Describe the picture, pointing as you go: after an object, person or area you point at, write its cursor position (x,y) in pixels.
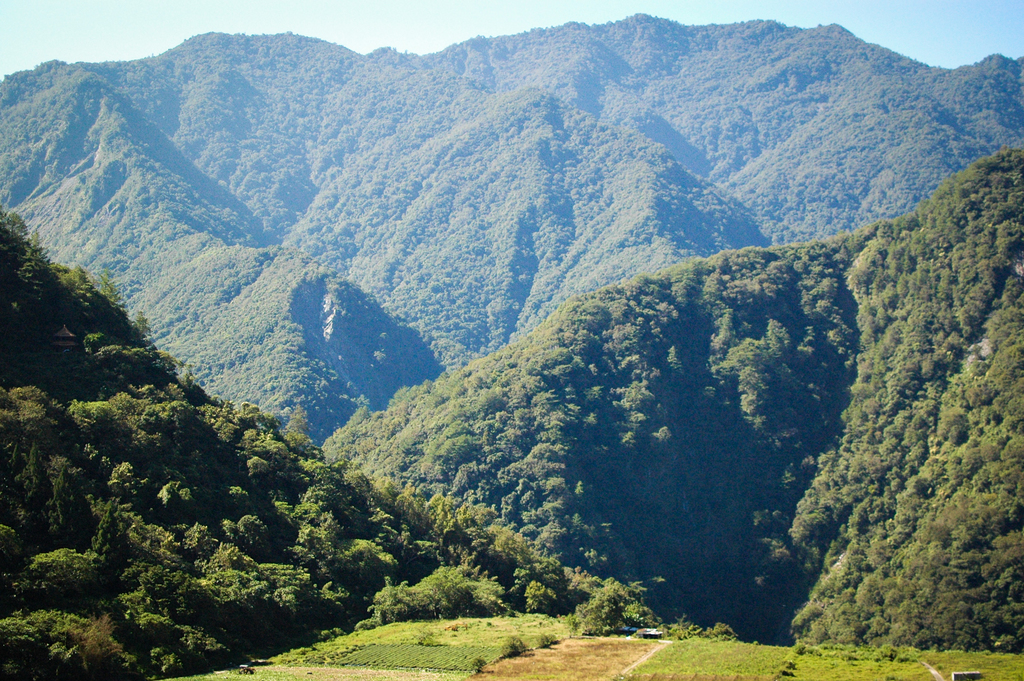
In this image there are mountains (373,424) with full of trees (549,461). At the top (425,20) there is sky (412,9) and at the bottom (613,644) grass (736,667) is visible.
